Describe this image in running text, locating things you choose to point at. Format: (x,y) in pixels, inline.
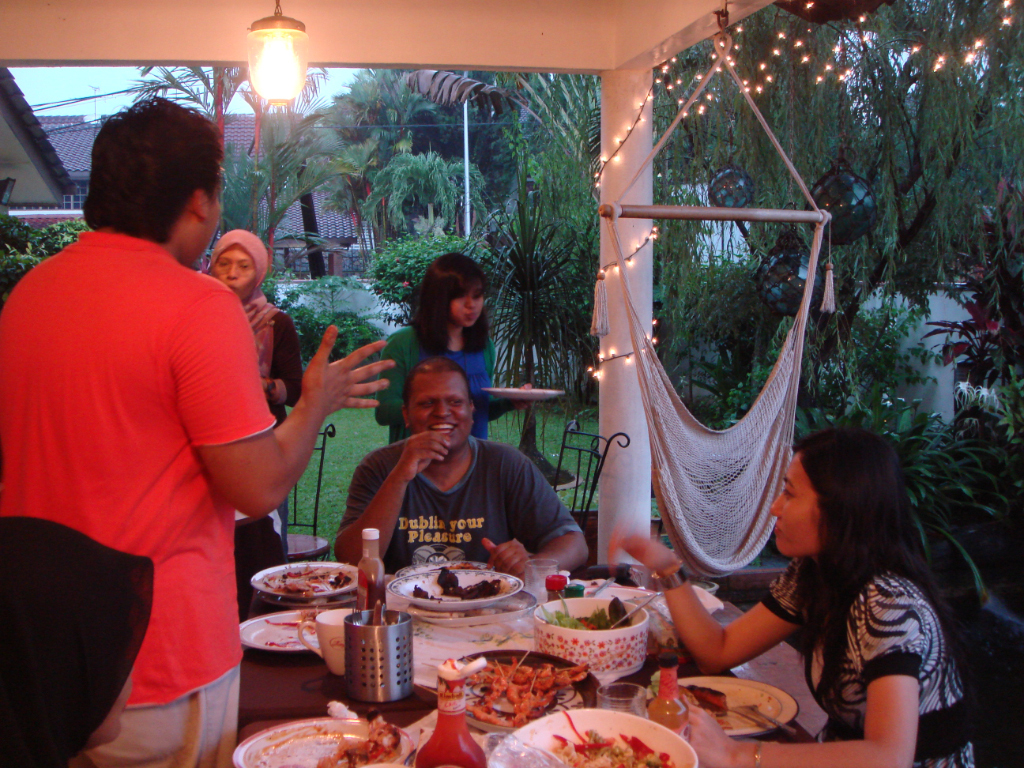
An outdoor picture. These two persons (420,471) are sitting on chairs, these three persons (380,365) are standing. This woman (441,305) is holding a plate (515,388). This man (466,448) is smiling. On this table (487,653) there are plates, bowl (640,718), bottles (372,604), glass (615,697) and food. We can able to see trees (441,206), plants (322,326), grass (340,425) and building (66,146). A light (263,80) is attached to roof top (361,34).
